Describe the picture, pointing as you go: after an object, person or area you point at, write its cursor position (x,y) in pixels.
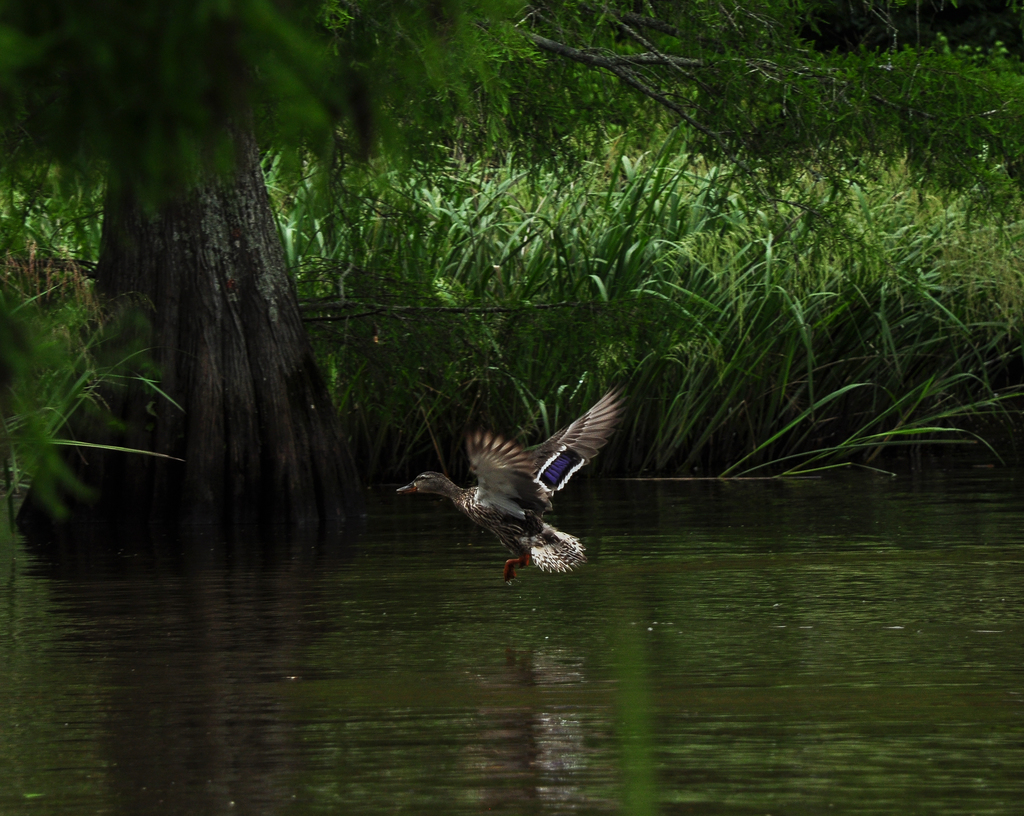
In this image I can see at the bottom (674,737) there is water (678,741), in the middle (570,463) a bird (529,497) is flying, on the left side (84,119) there is a tree (235,255). In the background (339,204) there are plants (691,347).
